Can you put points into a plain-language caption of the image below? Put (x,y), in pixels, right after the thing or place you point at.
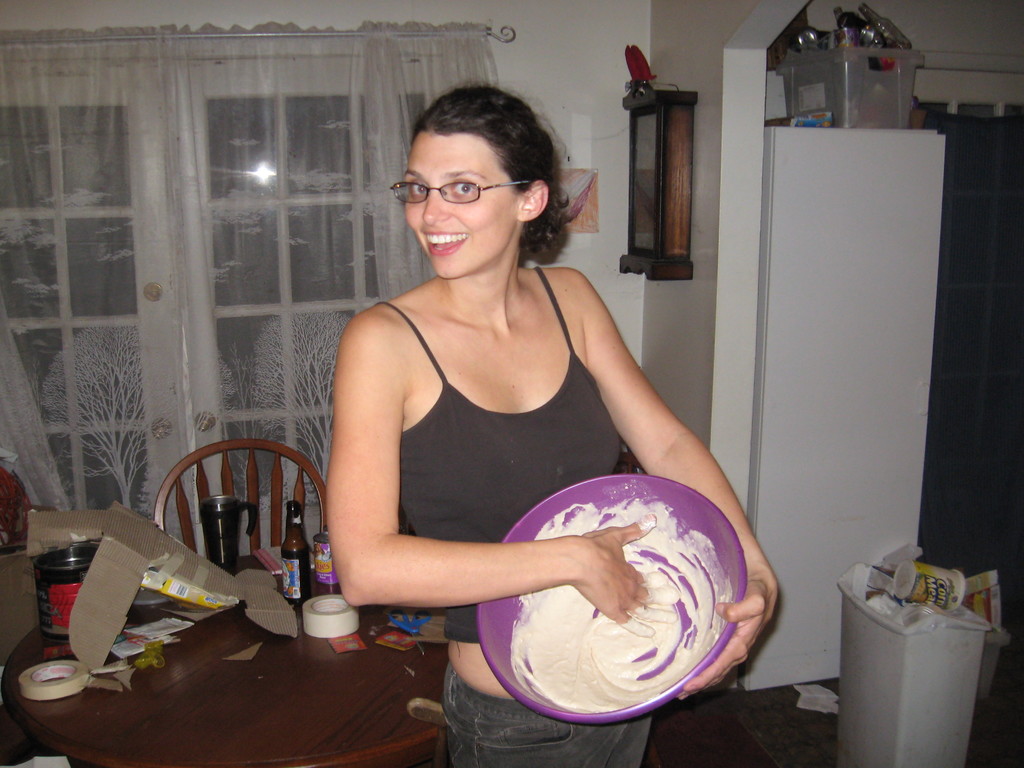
This is the picture of inside of the room (595,64). There is a woman (469,352) standing and holding the bowl (626,656). At the back (253,233) there is a window (273,140) behind the curtain (125,134). There are bottles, scissor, cardboard box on the table (206,646). At the right (917,687) there is a dustbin (923,697) and at the top (862,33) there are utensils (844,16) in the tub (877,108).
